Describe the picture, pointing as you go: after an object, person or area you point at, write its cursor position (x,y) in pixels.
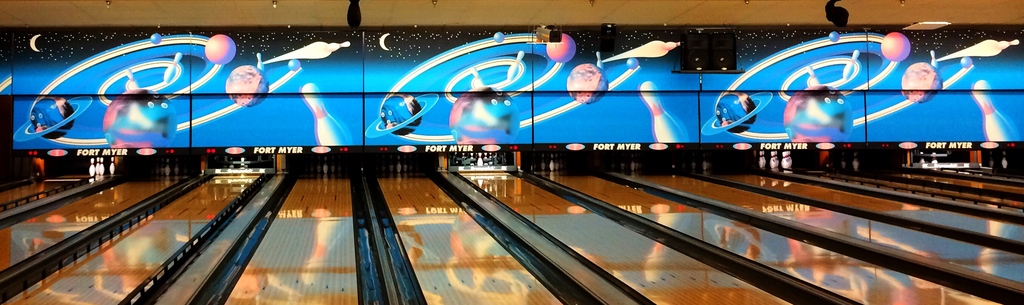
In the image there is a bowling game yard (276,295) with screen (314,101) above it.
